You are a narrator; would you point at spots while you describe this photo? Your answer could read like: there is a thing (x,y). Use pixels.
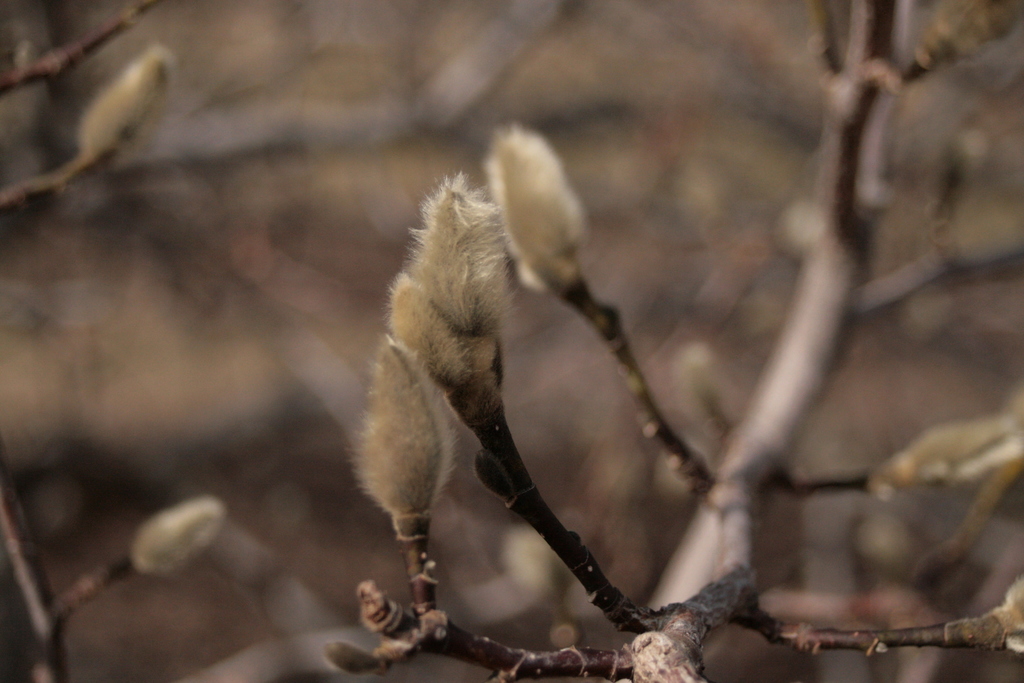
In this picture we can see a plant (566,259) with buds (515,253). Background (624,102) portion of the picture is blur.
